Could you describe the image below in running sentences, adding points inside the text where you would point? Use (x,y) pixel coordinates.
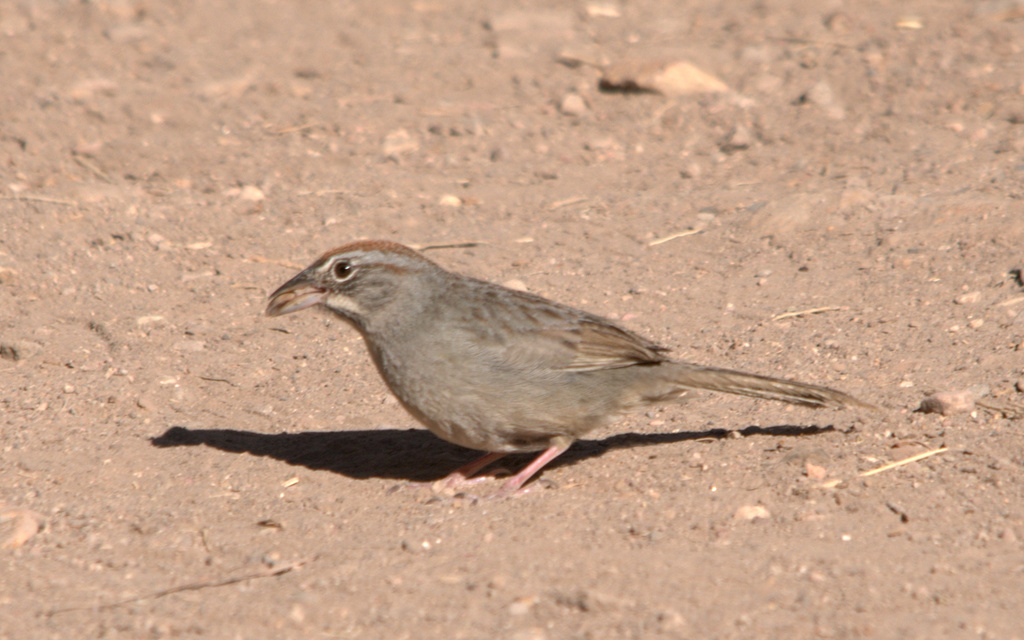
In this image, in the middle (464,418), we can see a bird (503,294) standing on the land (195,573).
